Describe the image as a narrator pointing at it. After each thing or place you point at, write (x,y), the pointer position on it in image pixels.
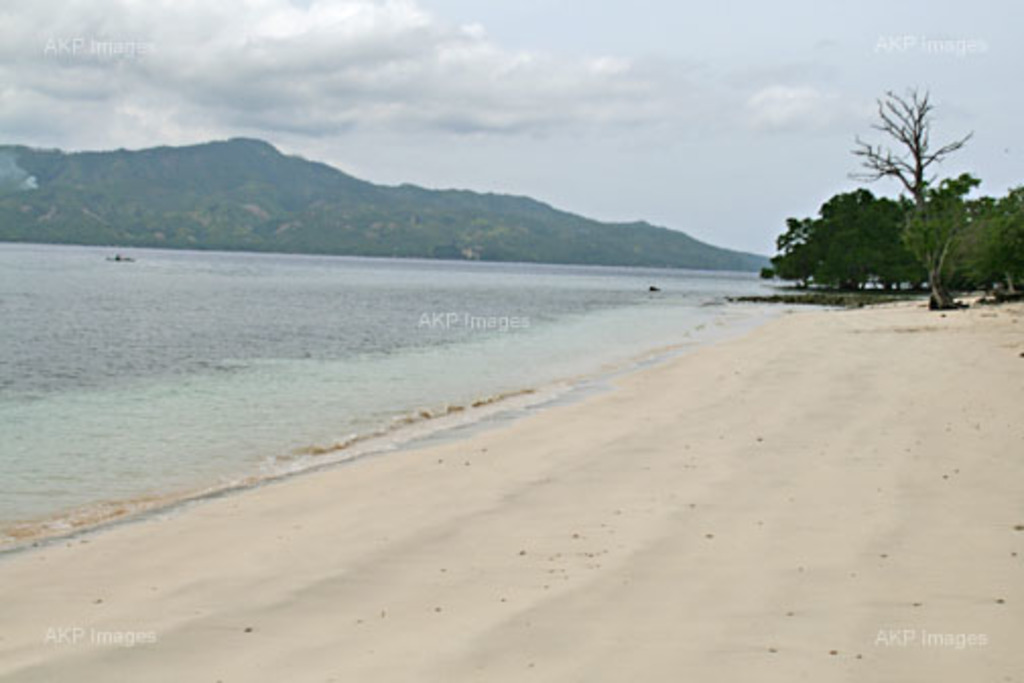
In this image we can see the water (499,354) such as river/sea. And we can see the hill (147,177). And we can see the trees (923,207). And we can see the clouds (589,88) in the sky (556,102).
